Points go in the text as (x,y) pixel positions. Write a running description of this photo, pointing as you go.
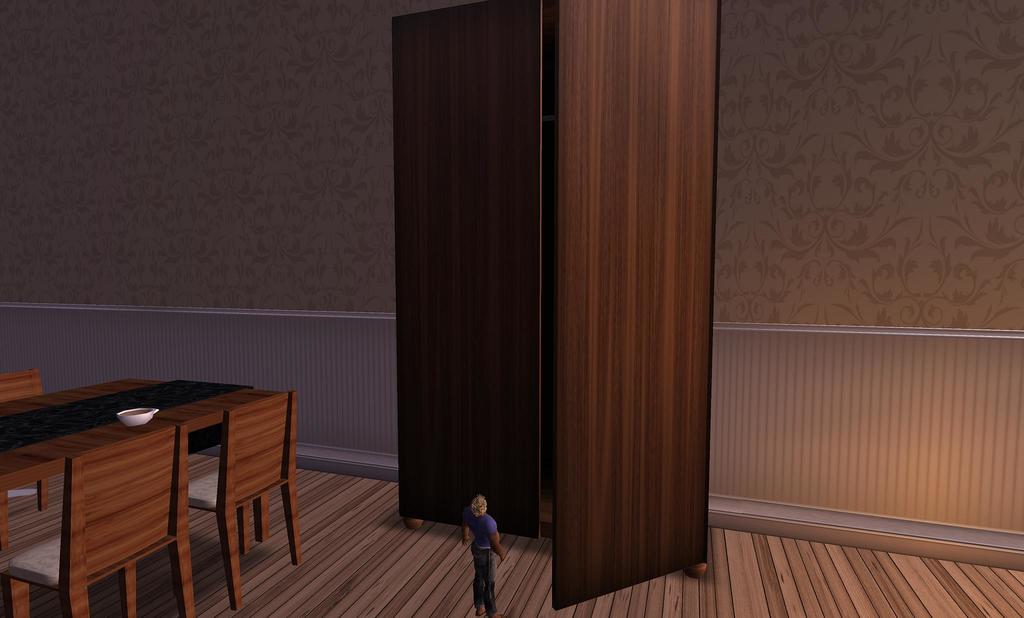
This is an animated picture. Here we can see a table (61,463), chairs (79,470), and a person (466,520). On the table (188,417) there is a bowl (129,417). In the background (199,373) we can see a wall (986,455) and a door (606,326).
